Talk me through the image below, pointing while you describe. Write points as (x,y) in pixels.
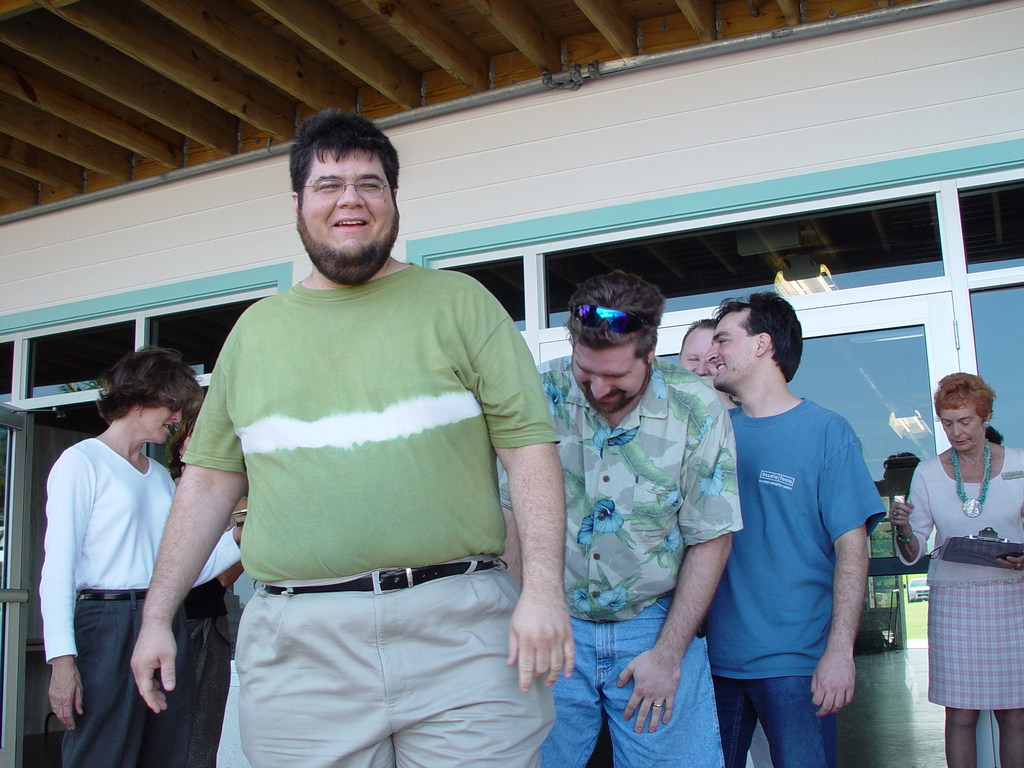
In this picture we can see some people (807,554) standing here, a woman (957,582) on the right side (954,592) is holding a pad (976,557), in the background (871,398) we can see glass (903,346).
